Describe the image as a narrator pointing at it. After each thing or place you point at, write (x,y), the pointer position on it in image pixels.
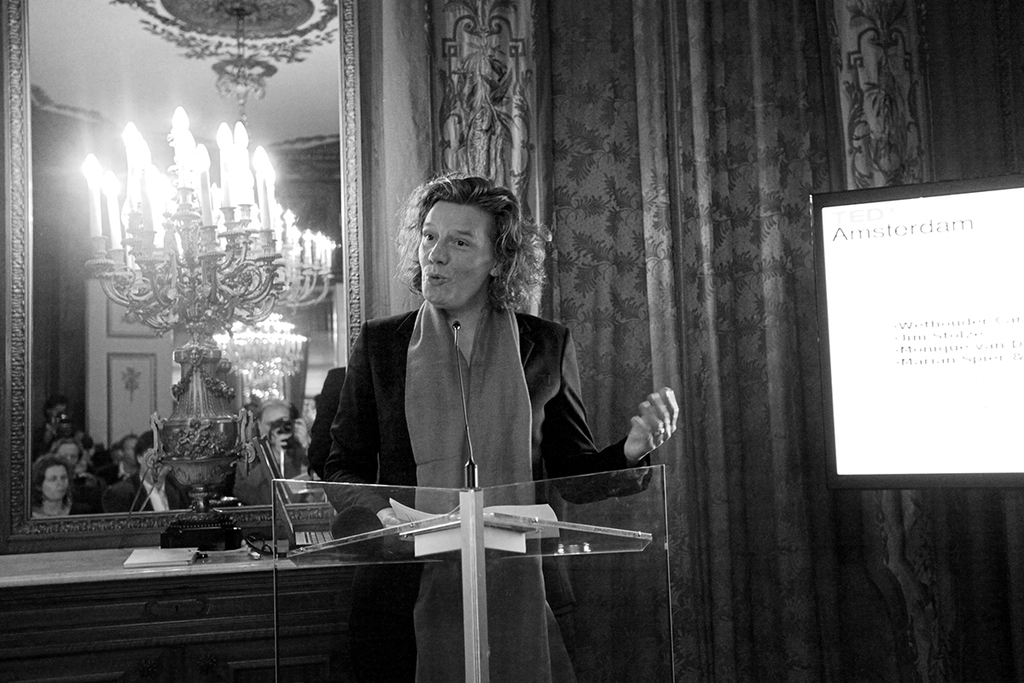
This is the black and white image and we can see a person (579,384) standing and there is a podium (516,620) in front of him and we can see some objects (427,548) on it. There is a mirror (65,158) with the reflections (47,399) of some people (102,492) and some other things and there is a table (194,605) with some objects (212,431) and we can see a screen (943,421) with some text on the right side of the image (853,442).
